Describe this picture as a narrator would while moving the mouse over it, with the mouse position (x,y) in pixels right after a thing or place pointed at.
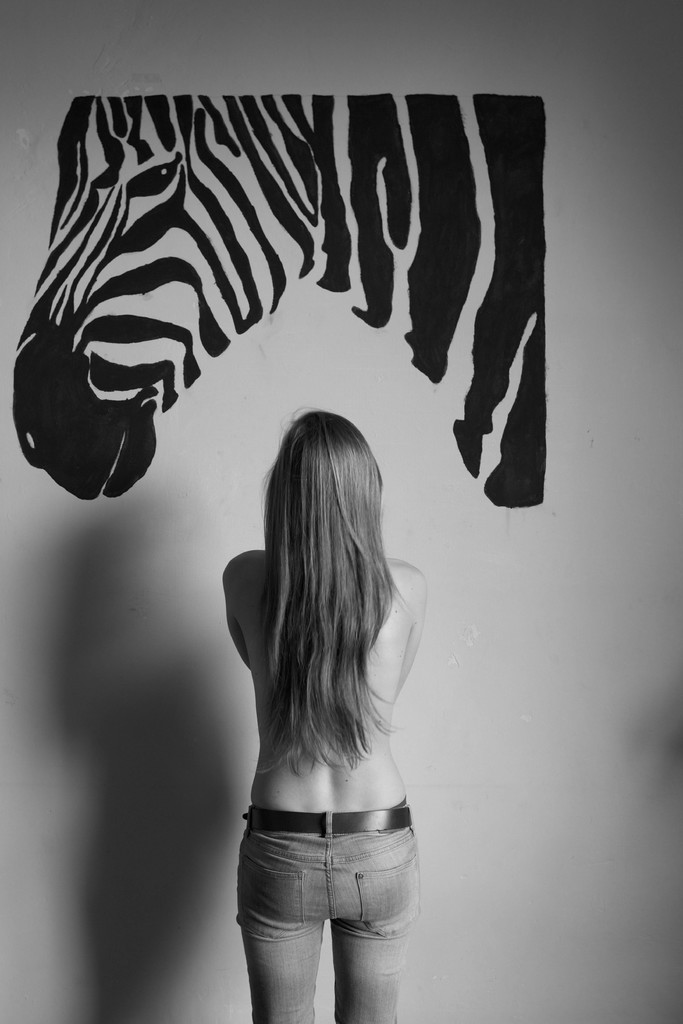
It is a black and white image. In this picture, we can see a woman (327,741) is standing near the wall (224,814). On the wall (224,814), we can see the picture (224,315) of a zebra (382,255).
